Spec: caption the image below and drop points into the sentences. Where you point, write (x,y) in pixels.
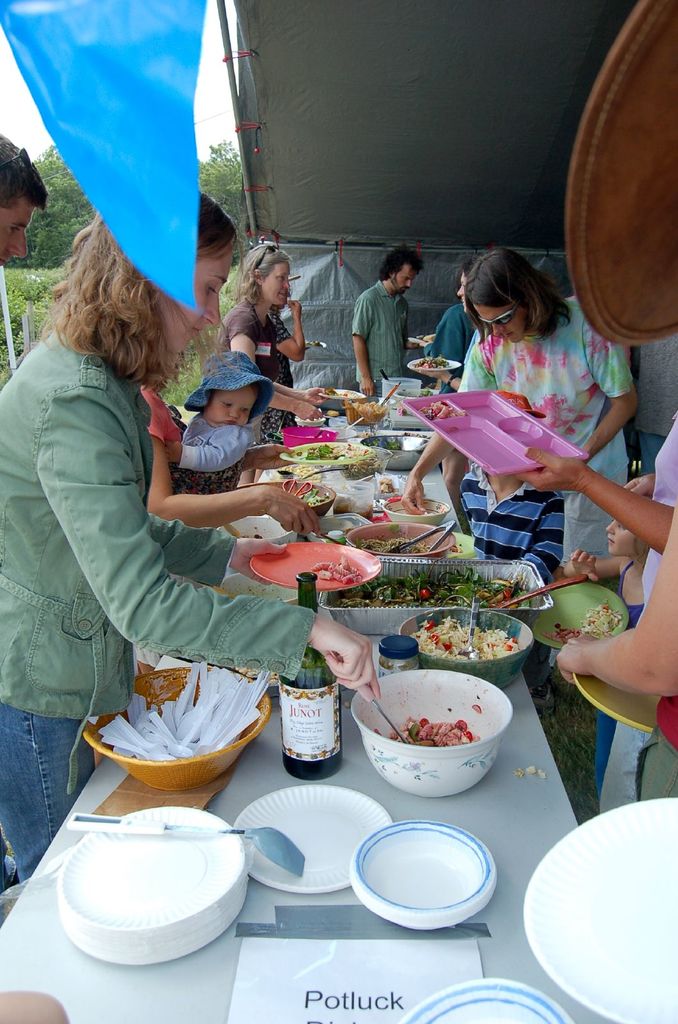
In this picture, we see a group of people (220,569) standing and serving food (412,721) in their plates (261,567).
